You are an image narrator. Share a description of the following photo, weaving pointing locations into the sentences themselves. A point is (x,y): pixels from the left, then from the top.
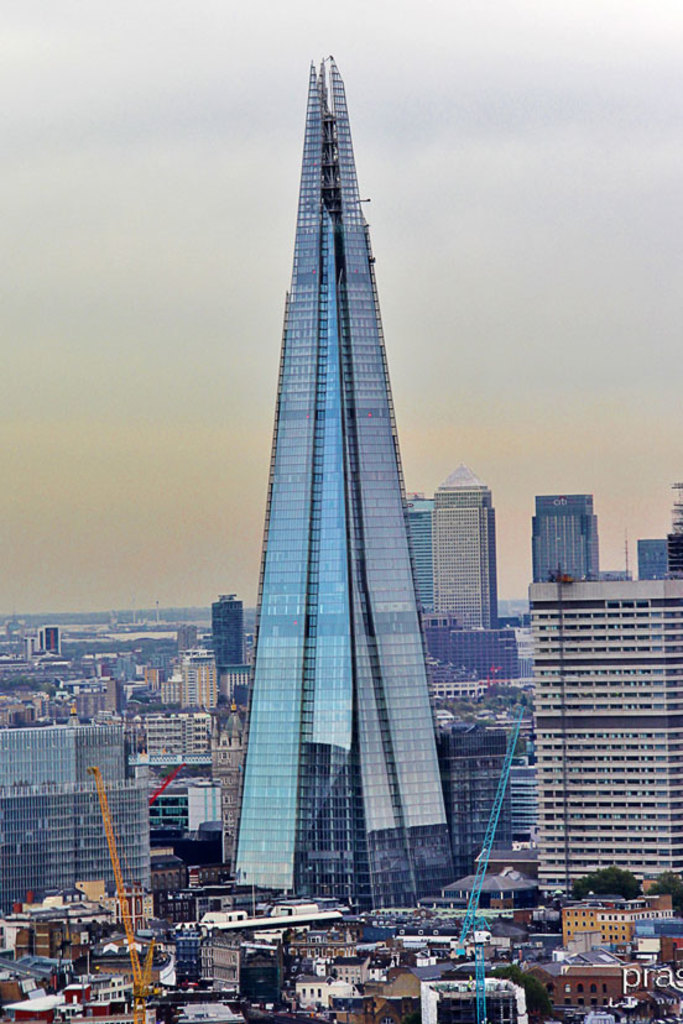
In the picture we can see a city (22,634) with houses (416,1002), buildings (576,1014), tower buildings (330,886) with glasses (305,827) in it and behind it also we can see many buildings (576,579) and a sky (464,170).
